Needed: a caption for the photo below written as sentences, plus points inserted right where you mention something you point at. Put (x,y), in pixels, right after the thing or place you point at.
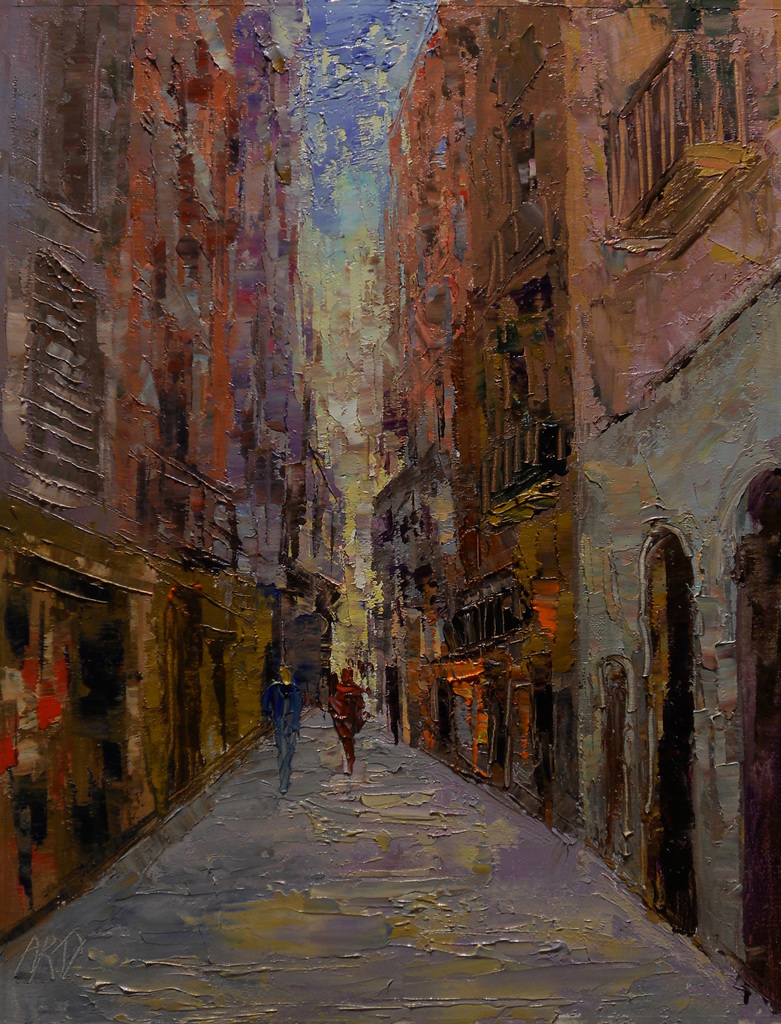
It is a painted image. In the center of the image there are two people (293,751) walking on the road (362,845). There are buildings (67,331). At the top of the image (359,105) there is sky (391,52). There is some text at the bottom of the image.
